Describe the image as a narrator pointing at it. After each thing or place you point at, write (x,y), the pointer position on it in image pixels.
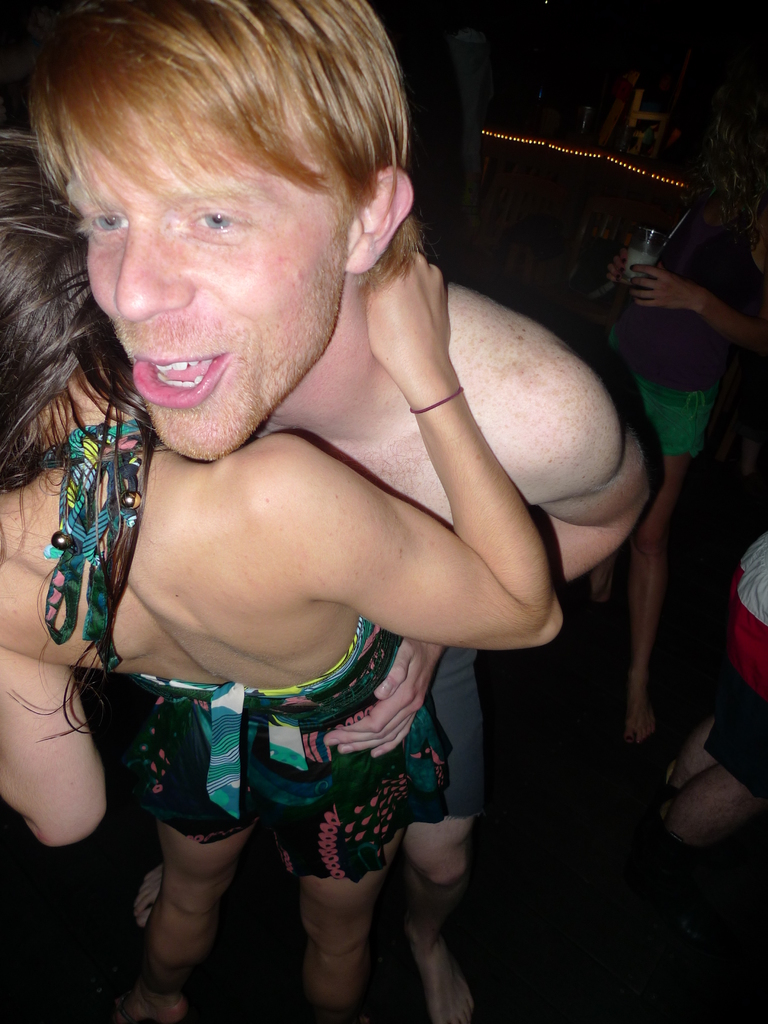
In this image in the center (400,516) there is one man (366,372) and one woman (284,689) who are standing, and in the background (728,811) there are some people (662,486) who are standing and one person (634,282) is holding a glass (637,273). At the bottom (543,911) there is a floor (123,908).
